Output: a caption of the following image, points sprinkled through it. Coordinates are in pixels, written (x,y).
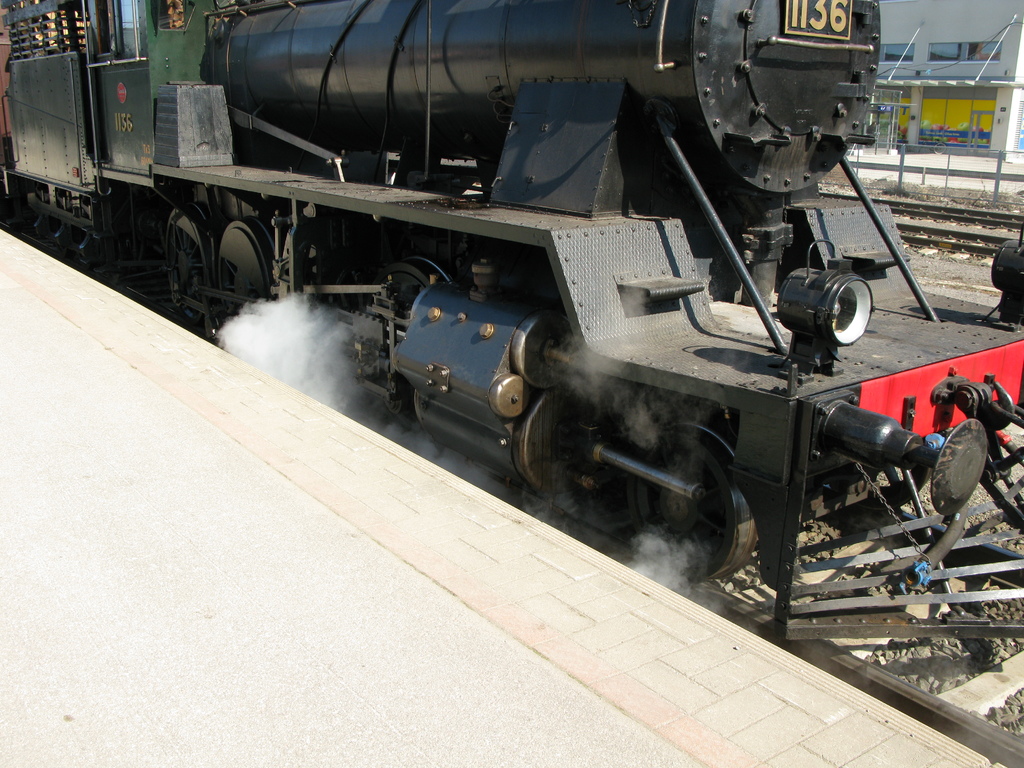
Here we can see a platform (848,733) and a train (568,303) on the railway track (884,587) and we can see smoke (433,456) at the wheels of a train (679,34). In the background (885,66) on the right side (940,56) we can see a building (1004,138), windows (965,115), poles (904,150), metal objects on the floor (956,224), fence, railway track (980,240), grass (1007,202) and a platform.
